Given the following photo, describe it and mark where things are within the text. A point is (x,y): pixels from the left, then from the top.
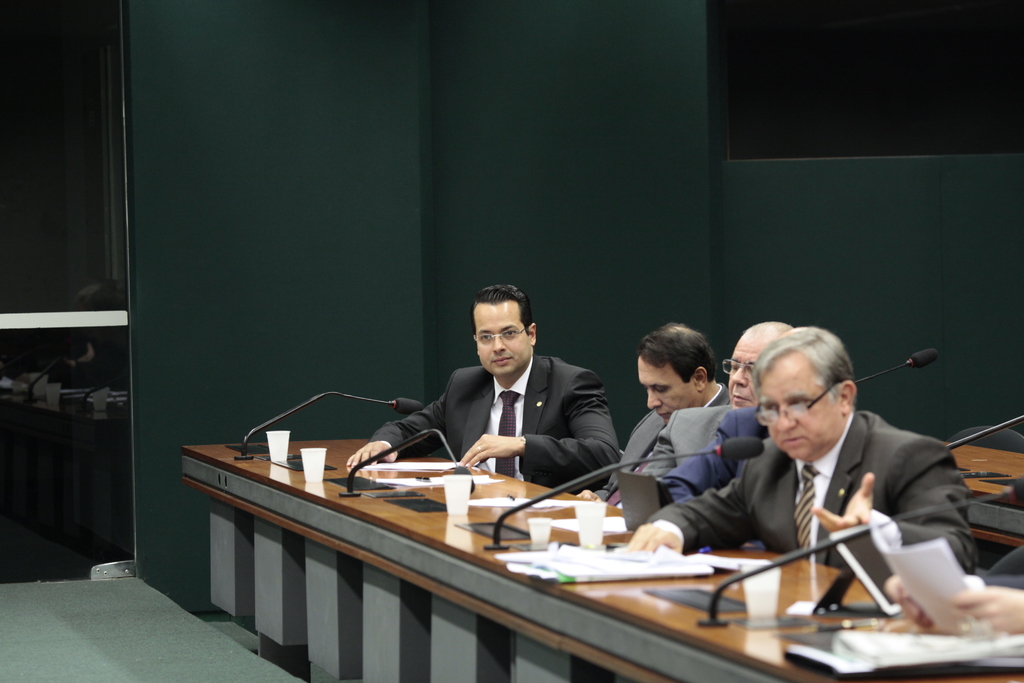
In the center of the image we can see a table (558,606). On the table (574,541) we can see the mics (551,495), cups (277,446), papers (892,542), screen (859,550), books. Beside that we can see some persons (733,478) are sitting on the chairs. In the background of the image (539,345) we can see the wall (440,234), door (79,177), table (1022,465), chair (987,440). At the bottom of the image (161,656) we can see the floor (197,641).
